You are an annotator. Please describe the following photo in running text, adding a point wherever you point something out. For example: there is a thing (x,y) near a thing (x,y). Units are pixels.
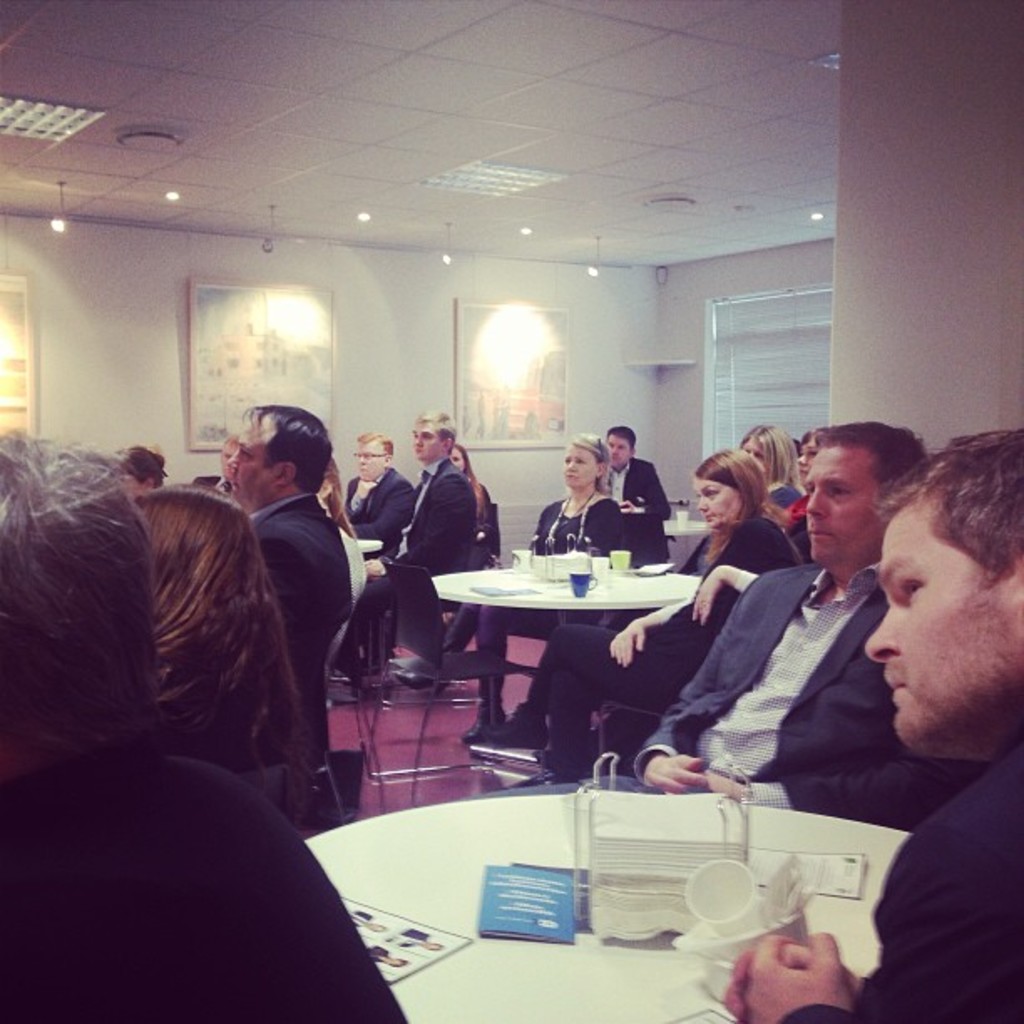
Here we can see group of people (776,726) sitting on chairs (429,641) with tables (629,1010) in front of them having something present on it, listening to something and on the walls (338,462) we can see some portraits (519,347) present.
